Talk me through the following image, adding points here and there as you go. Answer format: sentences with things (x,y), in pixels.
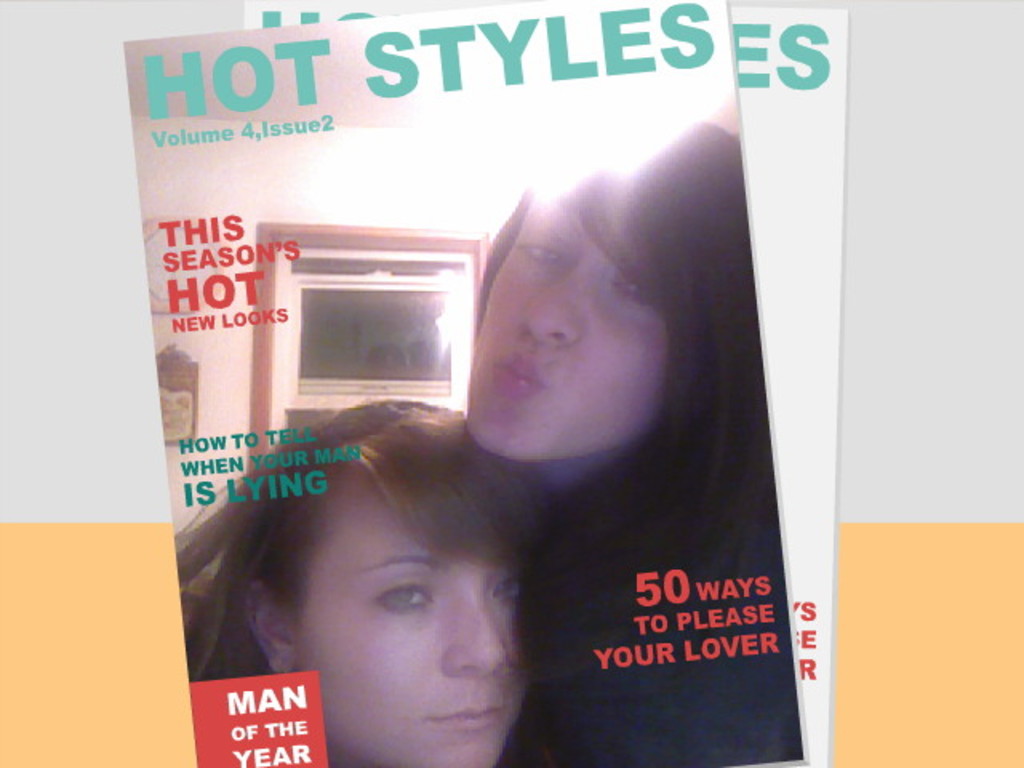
In this picture I can see a poster (374,189) in front (373,488) and in the poster (458,361), I can see 2 women (433,440) and I see something is written on the poster (498,523) and I see it is white and yellow color in the background (861,604).
